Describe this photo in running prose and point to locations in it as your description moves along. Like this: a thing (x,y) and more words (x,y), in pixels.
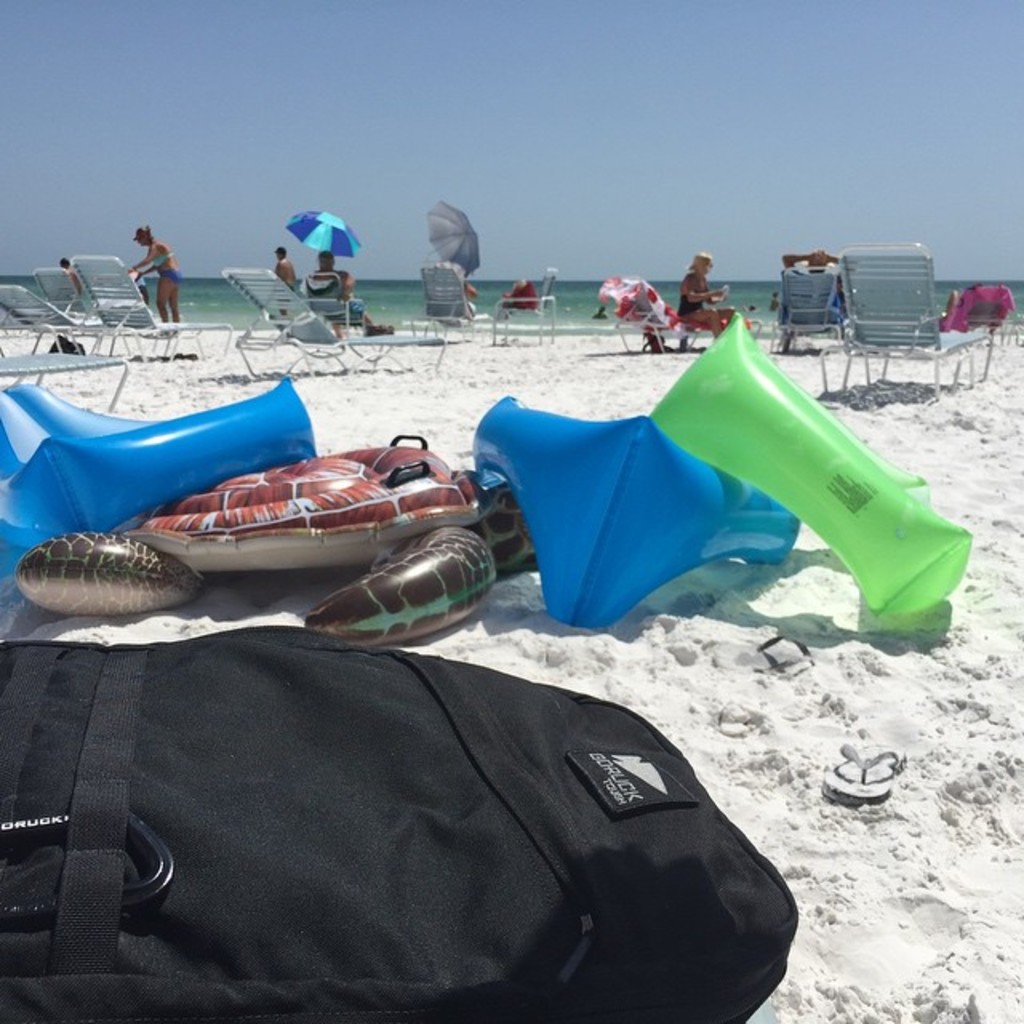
In this image there are some objects (388,555) are kept as we can see in the bottom of this image (262,836). there are some chairs (259,289) and persons (161,306) in middle of this image (675,351). there is a sky (481,173) on the top of this image (541,49).
